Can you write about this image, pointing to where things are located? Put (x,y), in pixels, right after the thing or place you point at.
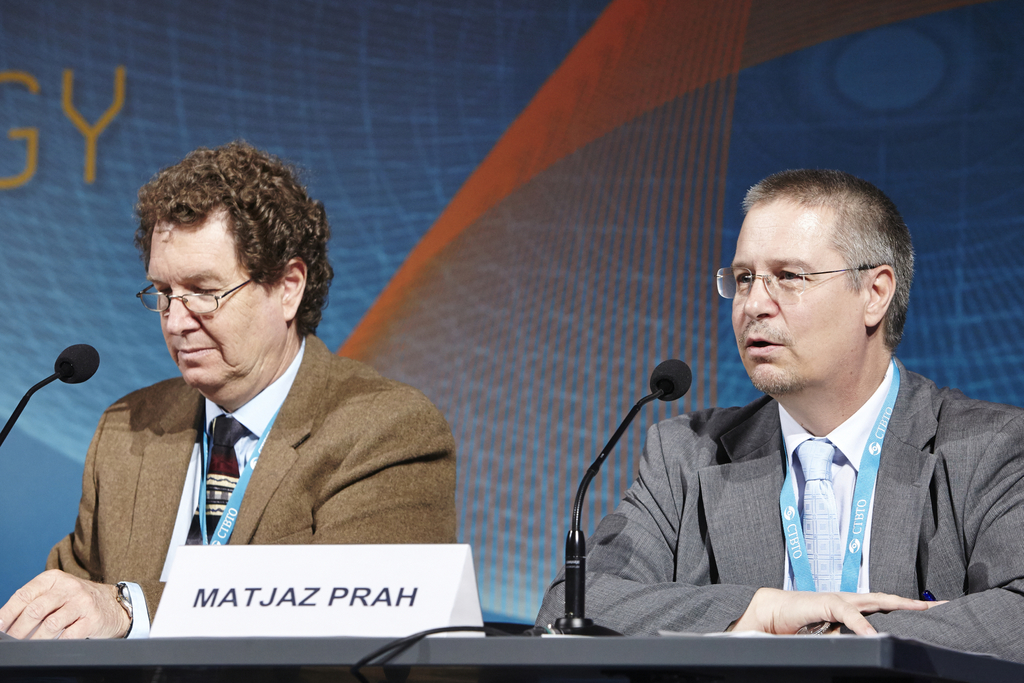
In this picture we can see two men (806,490) are sitting in front of a desk (651,642), there are two microphones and a name board (329,606) present on the desk (664,647), it looks like a screen (456,101) in the background (426,87).
